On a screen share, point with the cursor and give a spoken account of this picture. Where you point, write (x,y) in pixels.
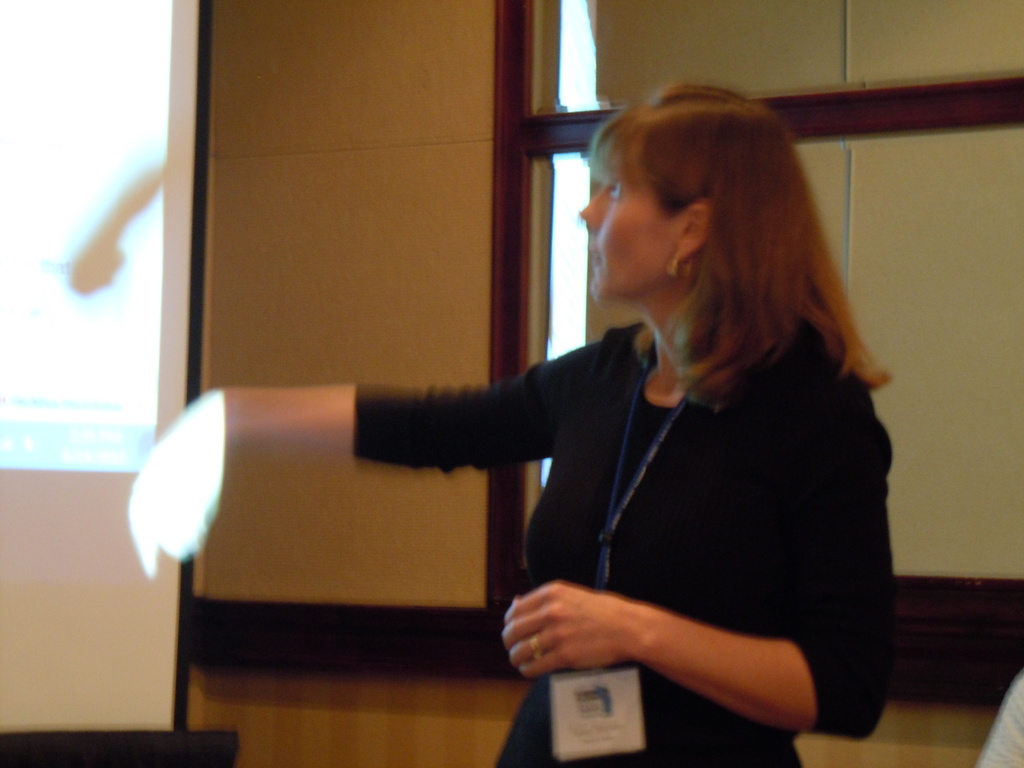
In the center of the image (609,344) a lady (635,393) is standing and wearing an id card (630,706). On the left side of the image (97,313) a projector screen (96,354) is there. At the top of the image (389,91) wall (432,74) is present.
